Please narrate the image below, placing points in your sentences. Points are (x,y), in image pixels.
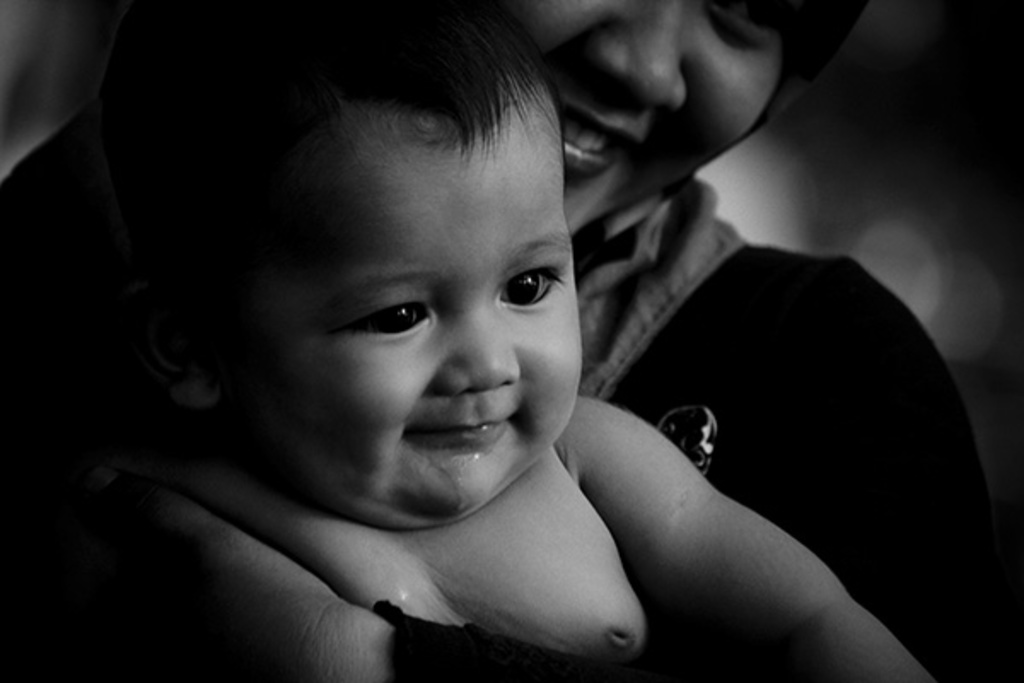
This is a black and white picture. Here we can see a person (628,360) holding a baby (456,389).
